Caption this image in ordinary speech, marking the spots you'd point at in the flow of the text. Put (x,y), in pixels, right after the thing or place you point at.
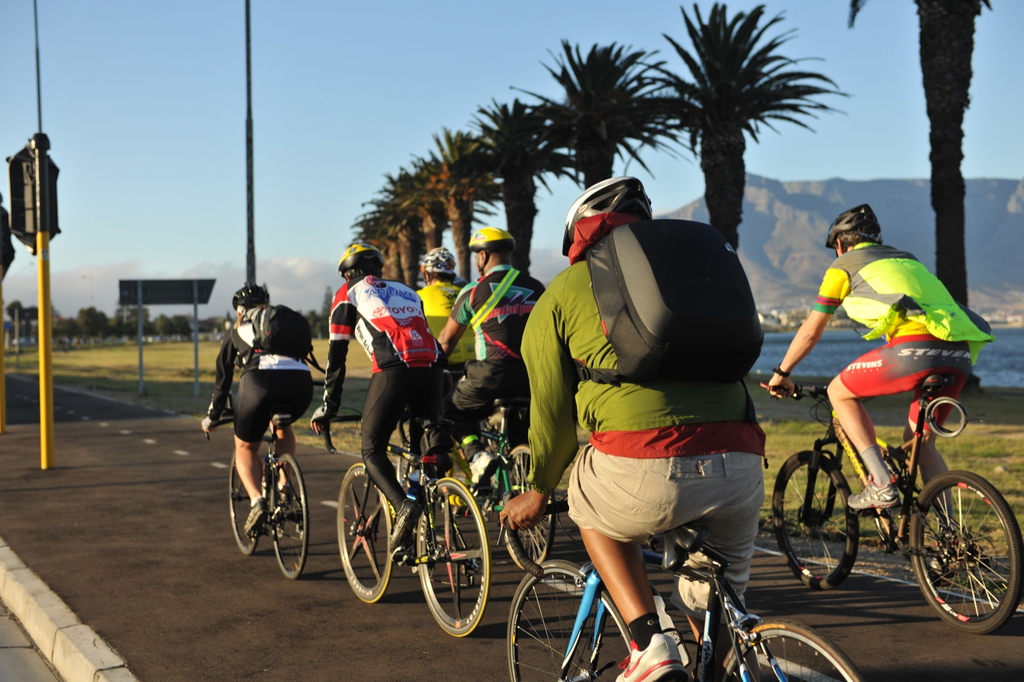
This picture shows few people (456,299) riding bicycles (957,553) and we see few trees (950,255) and water (837,346) and a Hill (985,219).
